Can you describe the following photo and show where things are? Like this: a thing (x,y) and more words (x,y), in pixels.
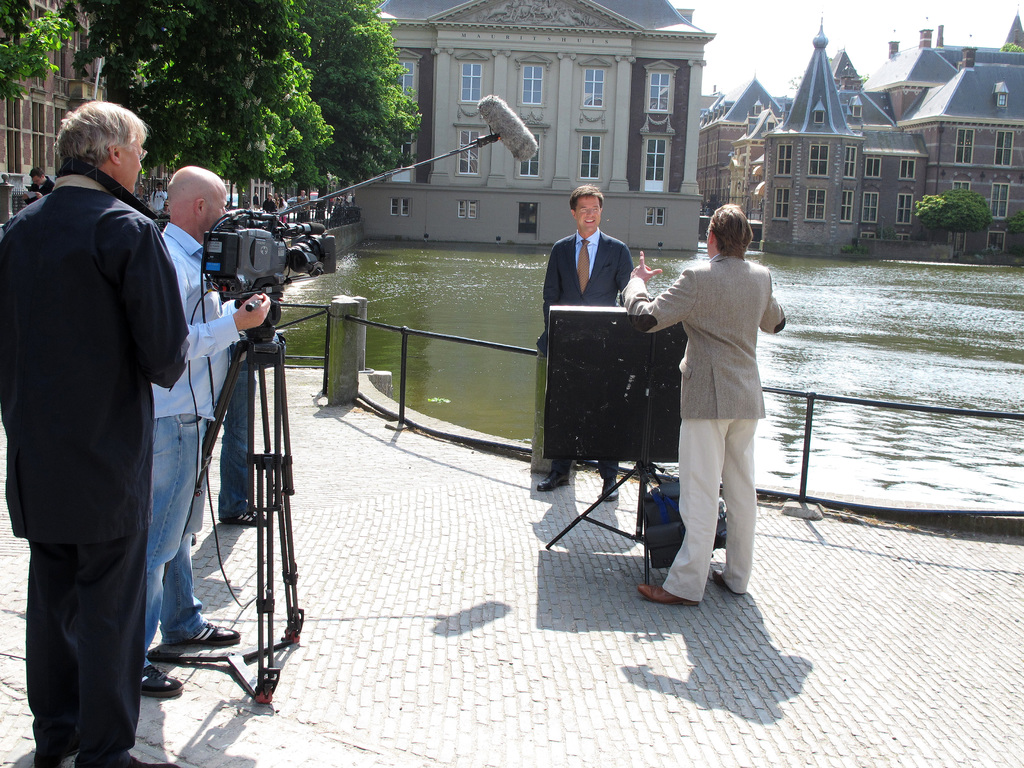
In this image, we can see few people (188,489) and some objects (359,187). At the bottom (801,735), we can see the walkway (624,716). On the left side of the image (189,282), we can see a person (219,304) is holding a camera (241,260). Background (1004,354) we can see water (410,303), rod railings (331,313), trees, people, buildings (421,138), walls (661,228), plants (932,213), glass windows (473,161) and sky (746,48).
